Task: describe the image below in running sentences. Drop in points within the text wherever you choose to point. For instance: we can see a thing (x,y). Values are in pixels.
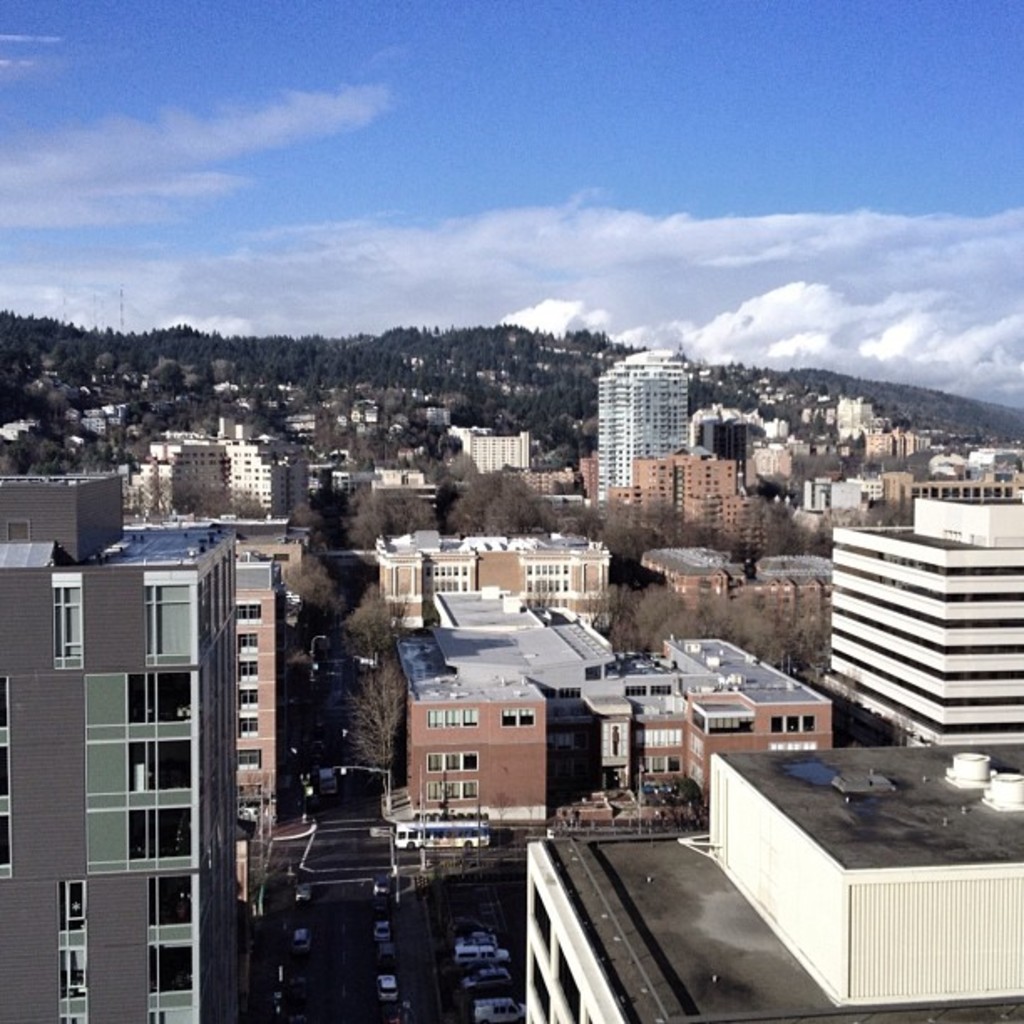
In this image, we can see some buildings (481,592) and trees (365,720). There are vehicles (387,892) on the road (330,846). There is a hill (368,401) in the middle of the image (408,382). There is a sky (487,115) at the top of the image (425,115).
